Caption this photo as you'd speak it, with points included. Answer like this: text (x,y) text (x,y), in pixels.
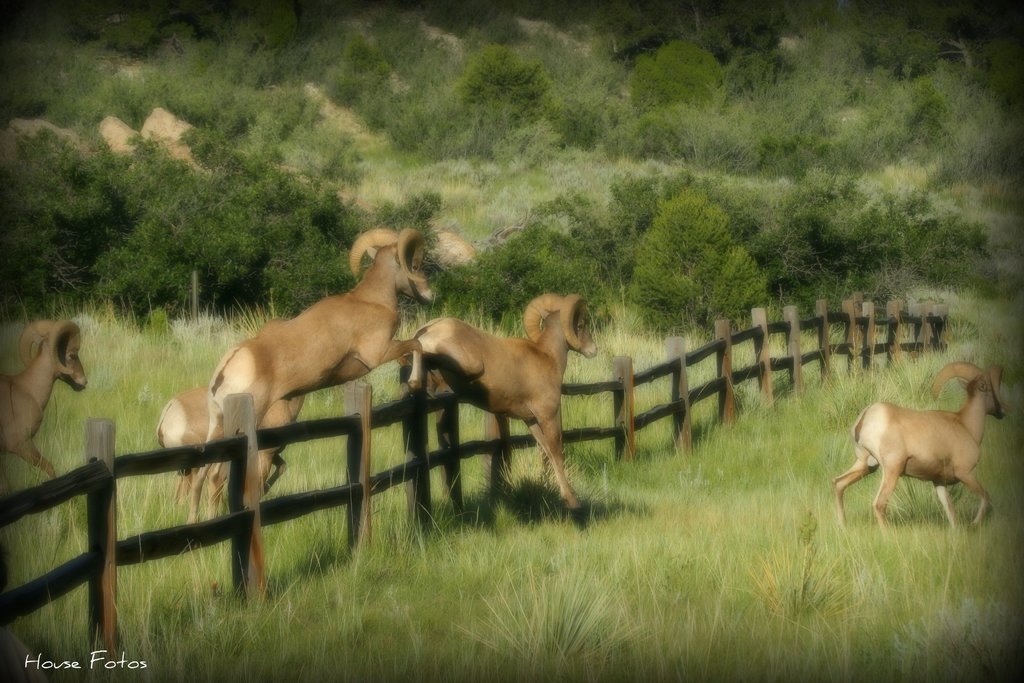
In this image we can see many trees (766,217) and plants (538,603). There is a grassy land (869,589) in the image. There are few animals (952,443) in the image. There is a fencing (173,542) in the image.
